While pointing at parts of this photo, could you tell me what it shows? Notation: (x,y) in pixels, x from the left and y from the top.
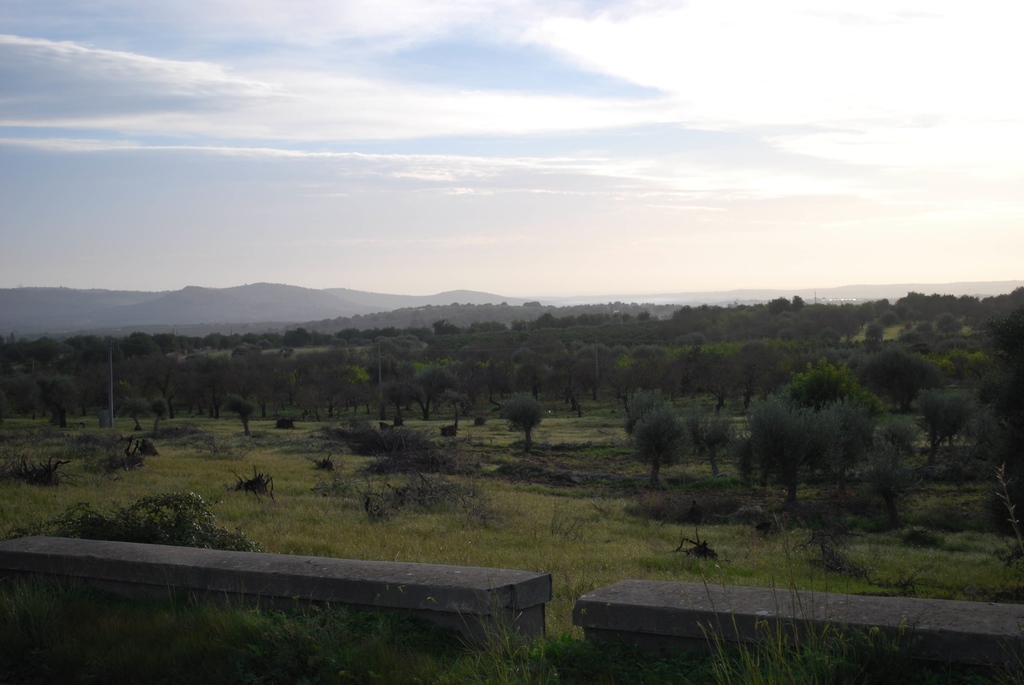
In the image there is a greenery (383,436) and in the front (372,566) there are two cement benches (760,617), in the background (138,317) there are mountains (139,301).
